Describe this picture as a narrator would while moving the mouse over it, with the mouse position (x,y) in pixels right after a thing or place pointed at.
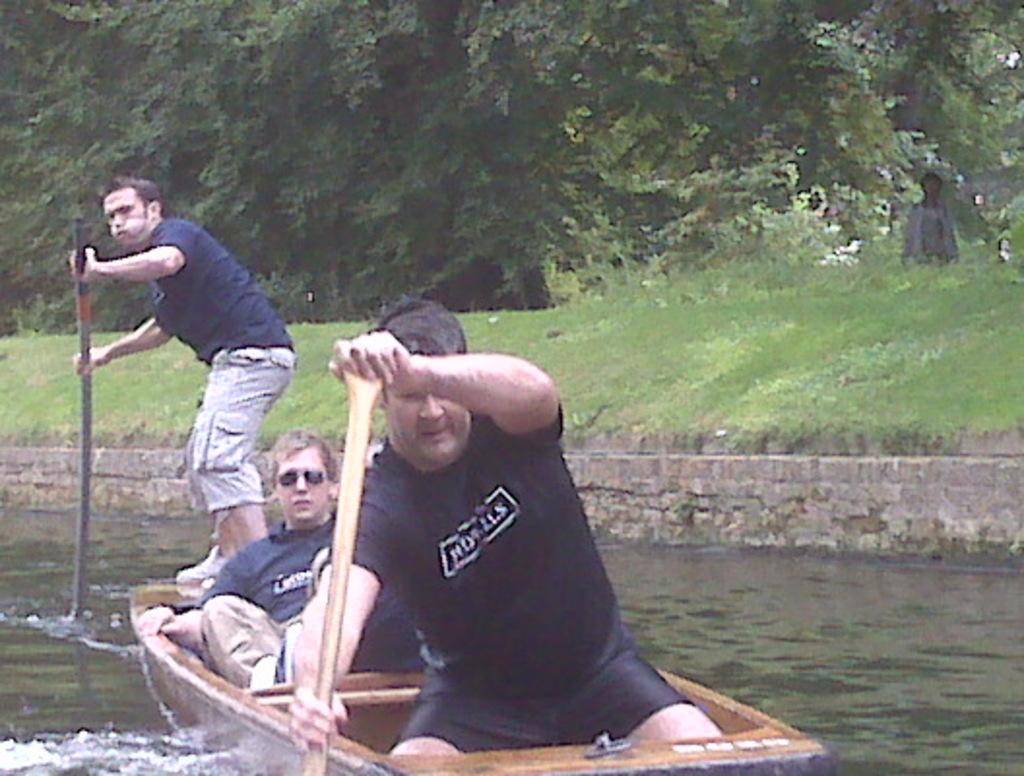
In the foreground of the picture (265,477) there are people (318,542) rowing boat (350,713) in a water body (983,578). In the center of the picture (658,331) there are trees (194,120), plants (615,273) and grass (642,343).
